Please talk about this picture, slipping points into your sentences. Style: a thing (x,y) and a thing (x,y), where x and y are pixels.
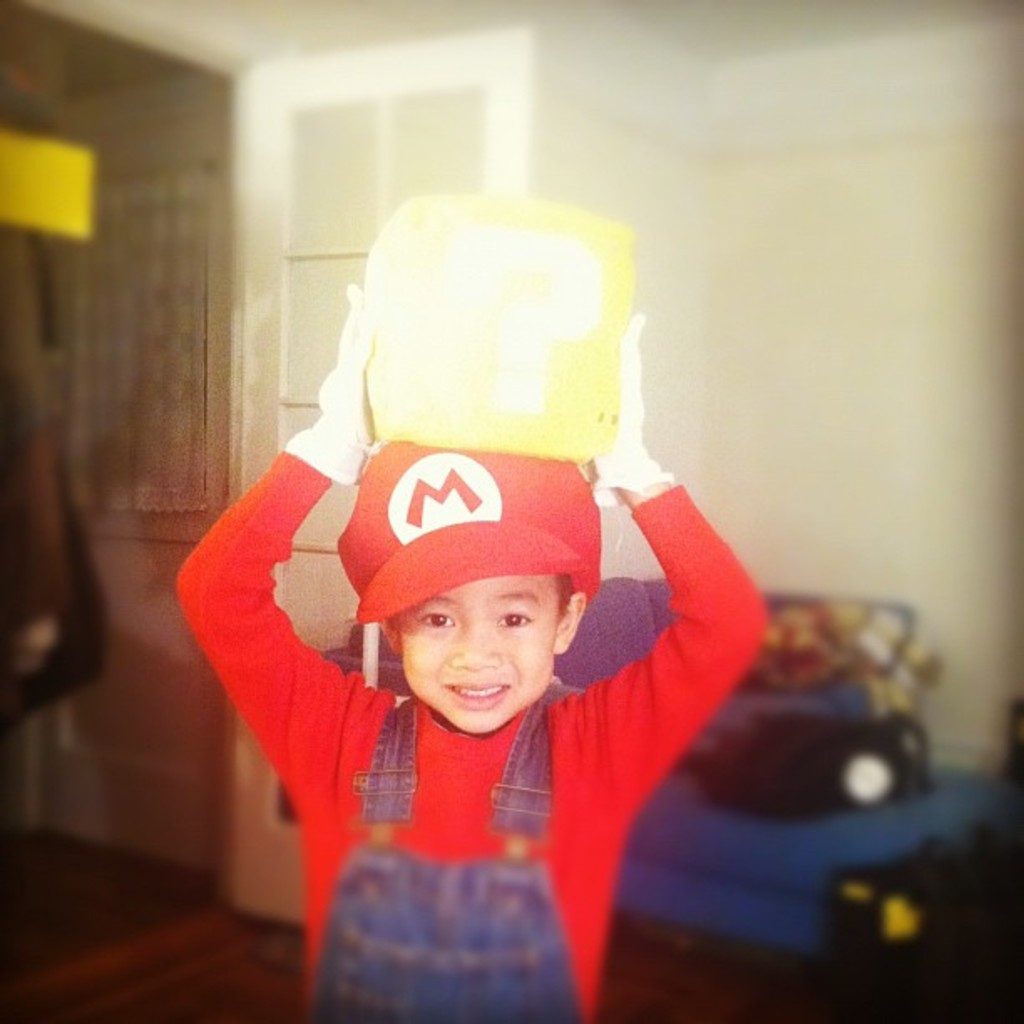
There is a boy (394,748) wearing cap (427,572) and holding something (473,355) on the head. In the background (332,139) it is blurred.
